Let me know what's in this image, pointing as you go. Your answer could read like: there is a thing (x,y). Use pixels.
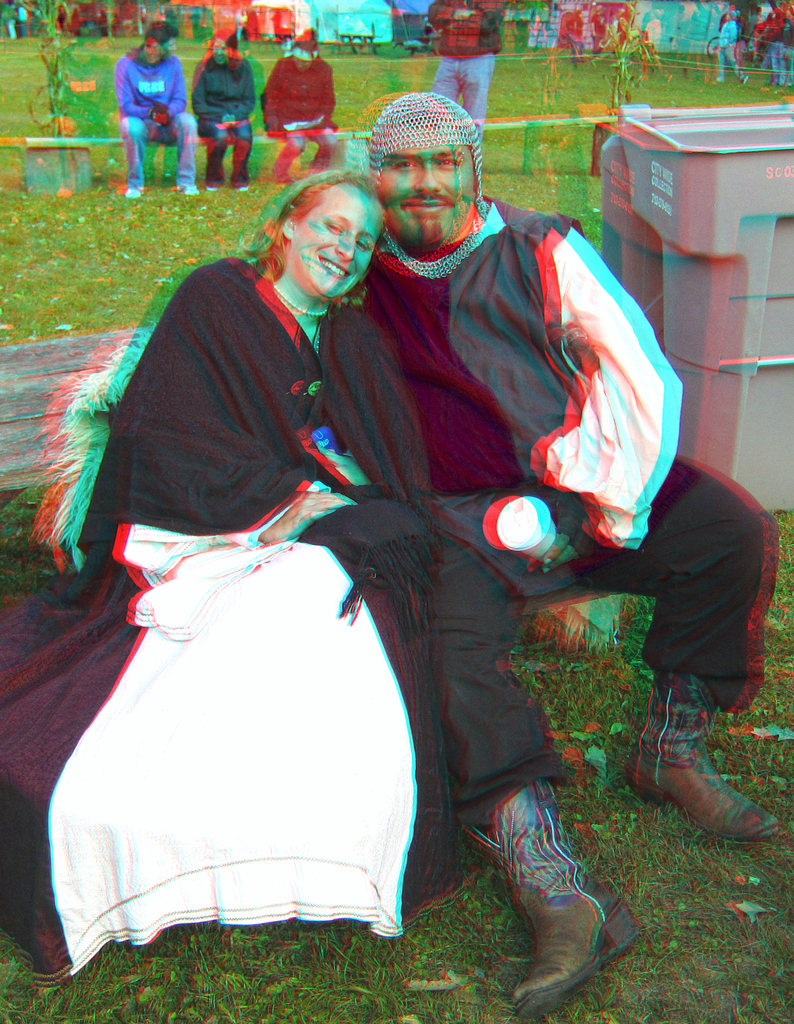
In this image we can see people (356,447) sitting and some of them are standing. On the right (709,214) there is a bin (697,327). At the bottom (403,975) there is grass (265,972). The person (572,923) sitting in the center (514,546) is holding a glass (526,534). There are plants (45,49) and we can see benches (525,118).
